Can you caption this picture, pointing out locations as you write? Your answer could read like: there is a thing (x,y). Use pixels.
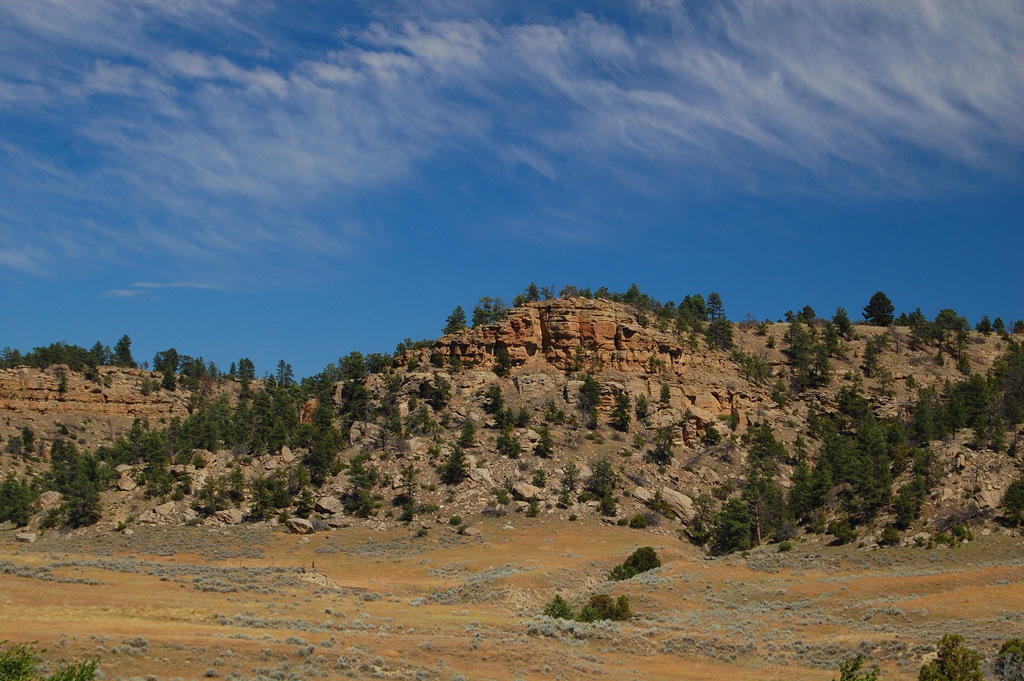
This is an outside view. At the bottom (522,615), I can see the ground (311,598) and few plants (38,662). In the middle of the image (459,440) there are few rocks (495,385) and trees (249,442) on the hill (673,398). At the top of the image (467,134), I can see the sky (507,149) and clouds (370,110).
